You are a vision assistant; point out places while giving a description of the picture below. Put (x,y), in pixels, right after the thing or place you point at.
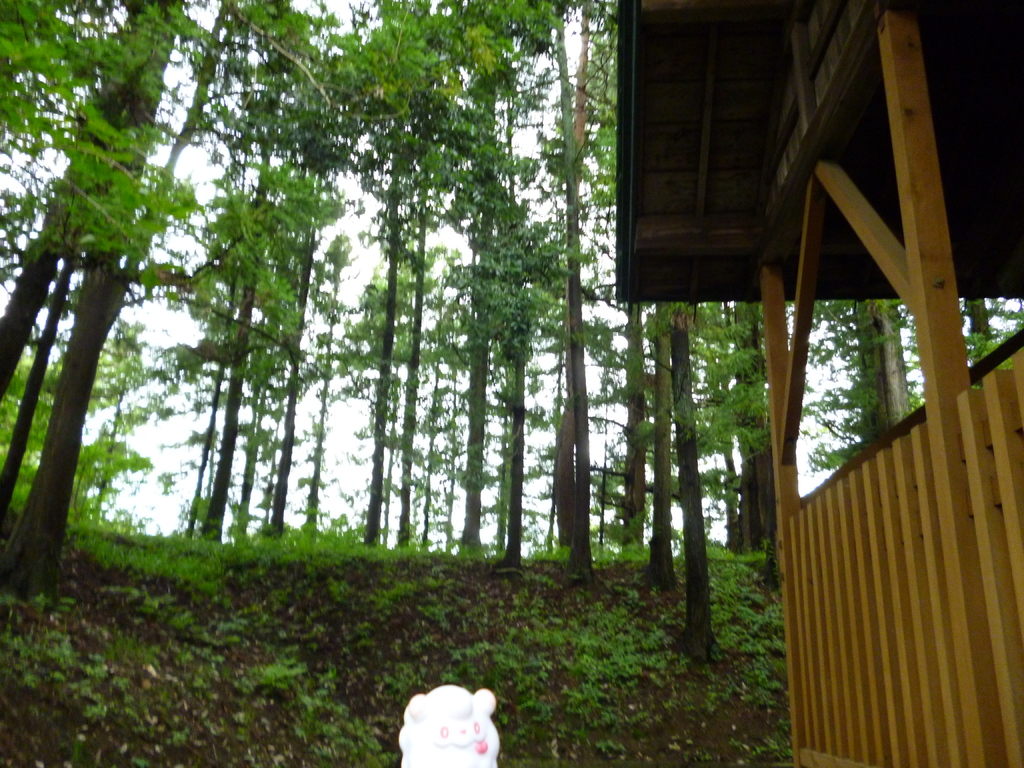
These are the trees (425,241) with branches (516,332) and leaves (560,125). I can see the grass (610,661). This looks like a wooden shelter (878,223). At the bottom of the image (446,725), I can see a toy (444,738), which is white in color.
